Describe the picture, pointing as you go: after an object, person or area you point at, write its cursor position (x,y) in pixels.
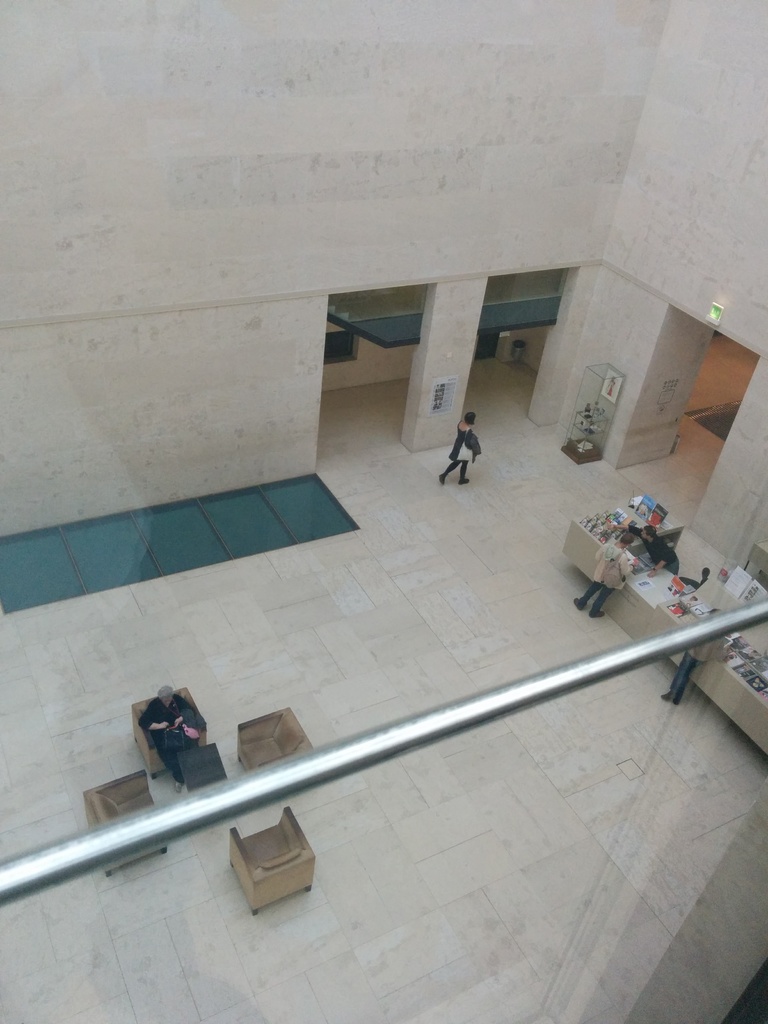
In this image I can see few chairs (254,737) and table (199,764). Person (179,726) is sitting on the chair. I can see few people (589,595) standing and holding a bags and few objects (619,521) on the table (667,582). The wall (223,322) is in white color.
